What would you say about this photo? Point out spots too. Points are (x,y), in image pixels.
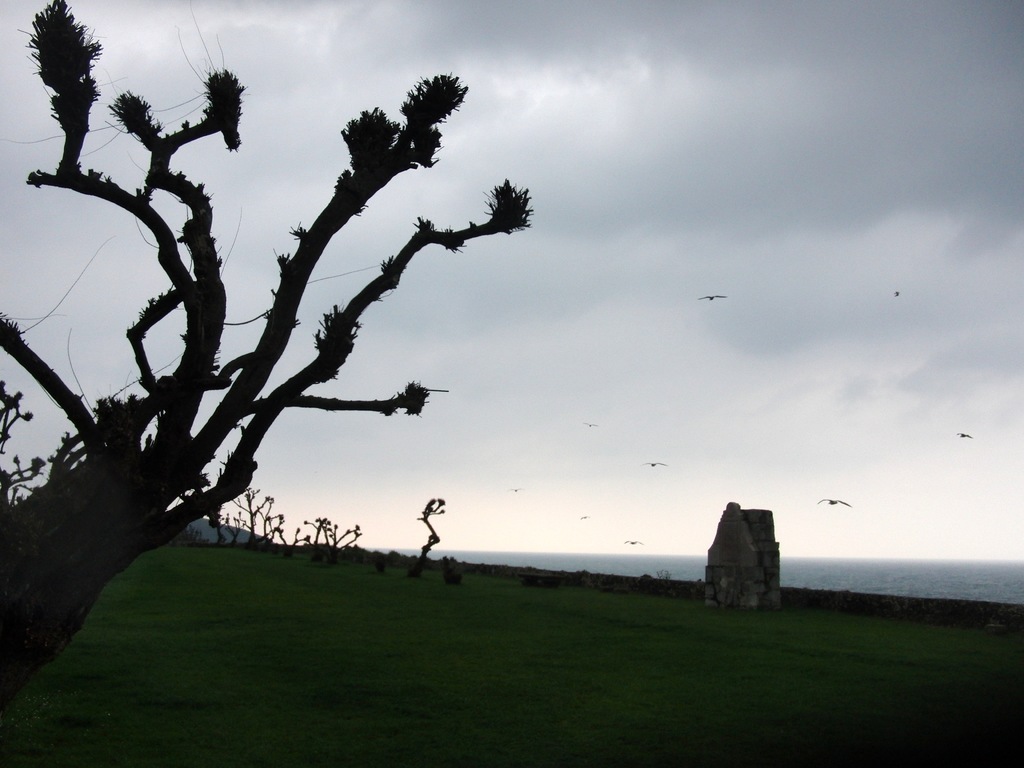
In the image there is a tree (127,544) in the foreground (161,411), around the tree (236,478) there is a lot of grass (485,593) and in the background (295,535) there are trees (429,510) and there is a stone (727,559) beside trees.
